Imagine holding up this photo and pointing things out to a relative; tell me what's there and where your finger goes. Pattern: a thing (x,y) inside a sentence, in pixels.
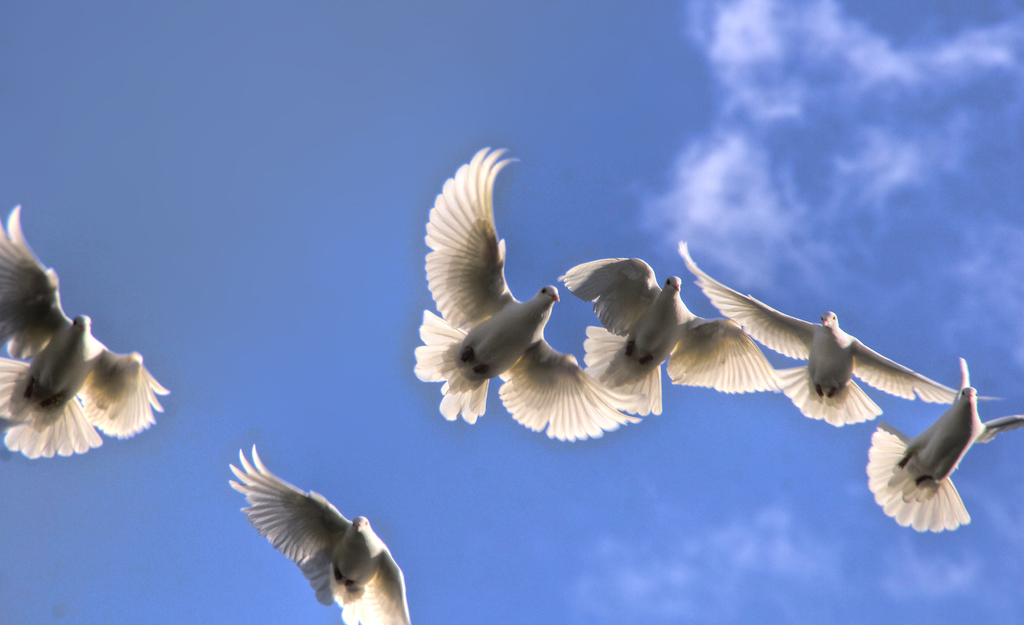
This picture is clicked outside and we can see the group of pigeons (489,266) flying in the air (396,303). In the background (412,180) we can see the sky (618,130) with some clouds (860,137).
